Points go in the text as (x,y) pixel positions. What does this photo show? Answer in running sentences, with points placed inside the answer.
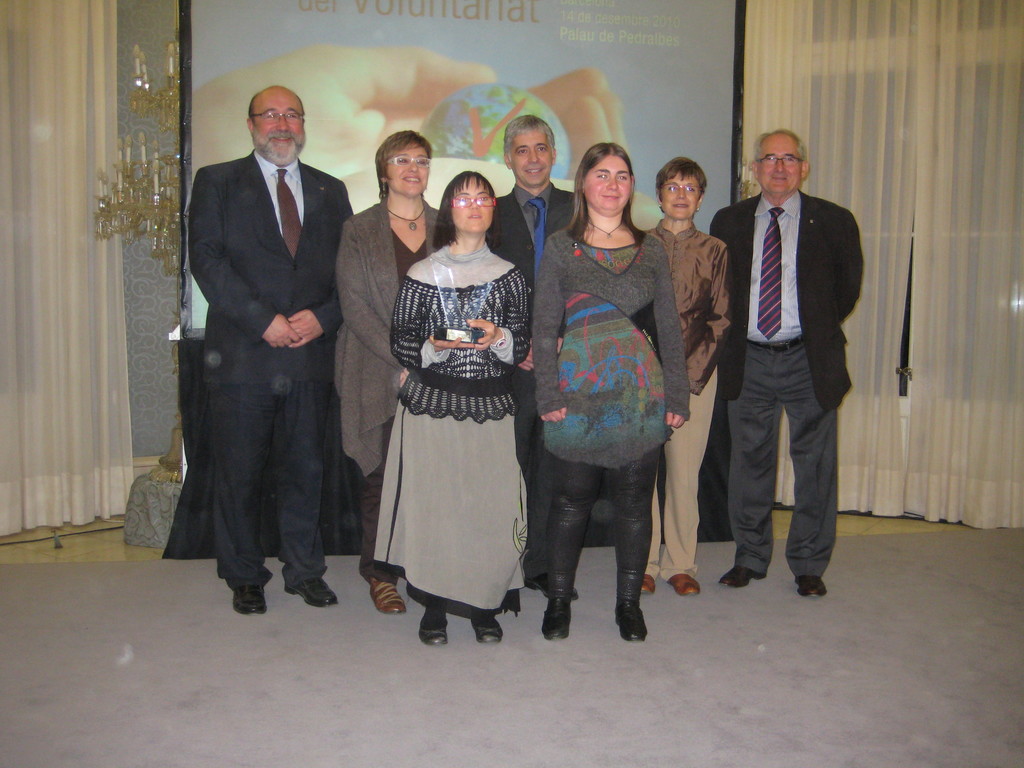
In the center of the picture (393,261) there are people (498,261) standing, behind them there is a banner (447,57). On the left (6,48) there are candles (169,54) and curtain (49,169). On the right (912,136) there are window (909,281) and curtains (916,344).
